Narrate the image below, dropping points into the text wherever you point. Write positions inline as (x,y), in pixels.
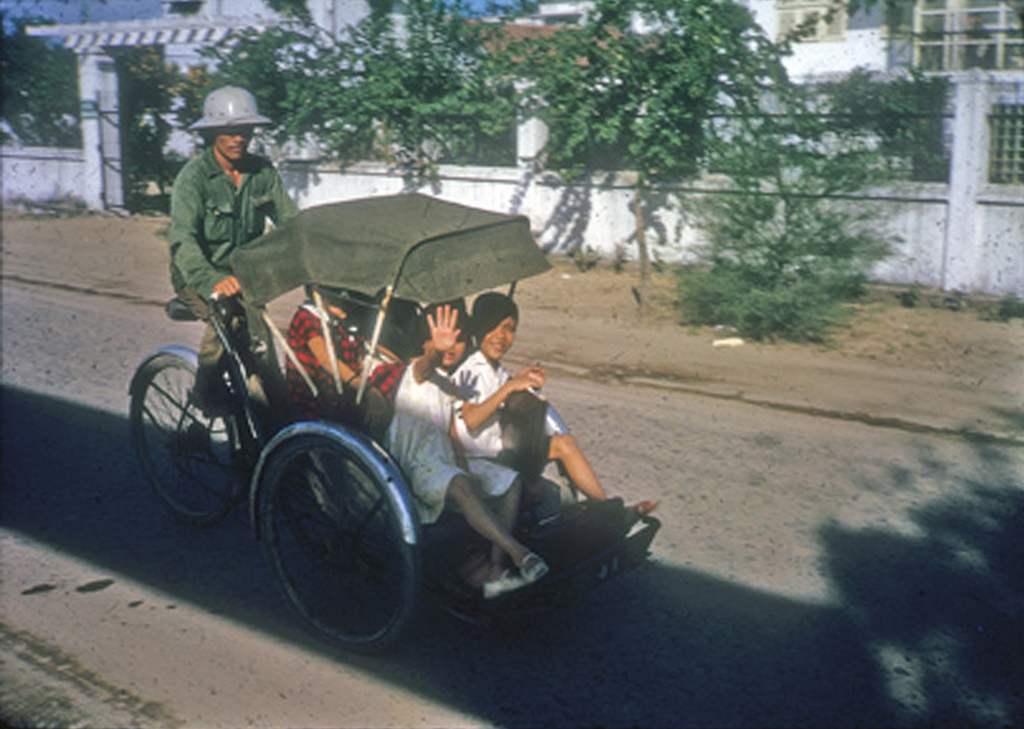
In this image there is a person (195,309) riding on bicycle (244,310), on which there are two children's (495,332) visible on road (941,430), beside the road (46,371), there is a building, entrance gate (103,88), wall (905,229), trees (665,78) visible in front of the wall (658,200) and behind the wall (680,231).
